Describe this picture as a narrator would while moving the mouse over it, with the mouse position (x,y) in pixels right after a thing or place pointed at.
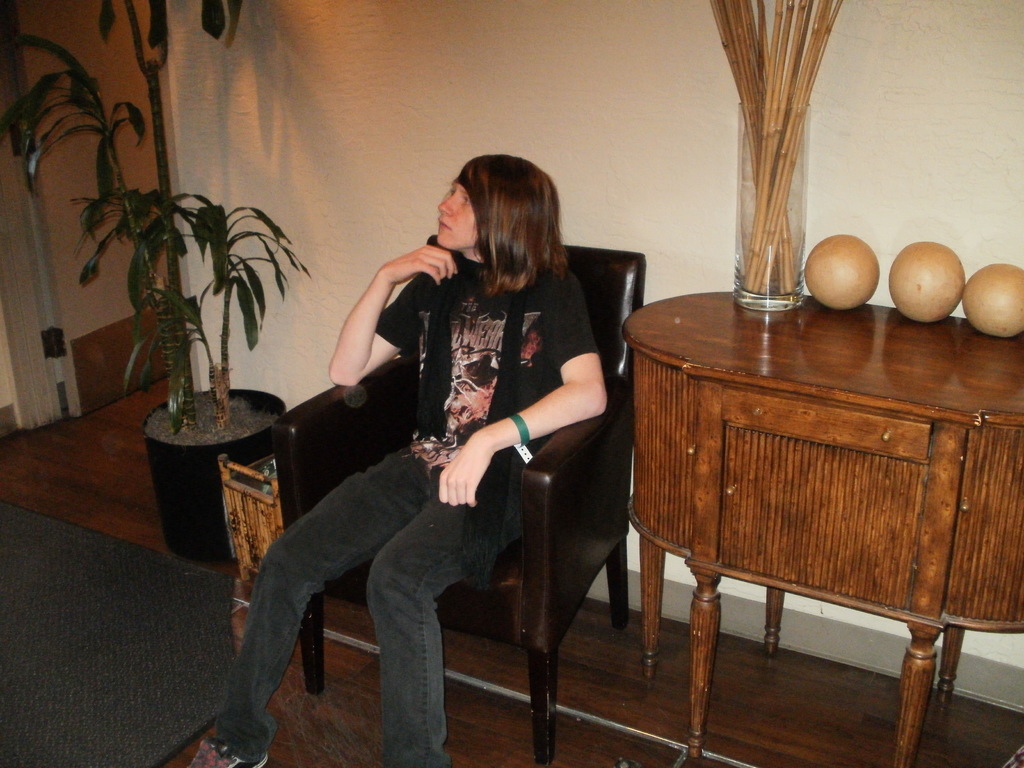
As we can see in the image, there is a white color wall (302,122), plant (204,416), chair (579,430) and a girl (469,386) sitting on chair (546,434). Beside her there are sticks (792,219) and balls (810,281).
